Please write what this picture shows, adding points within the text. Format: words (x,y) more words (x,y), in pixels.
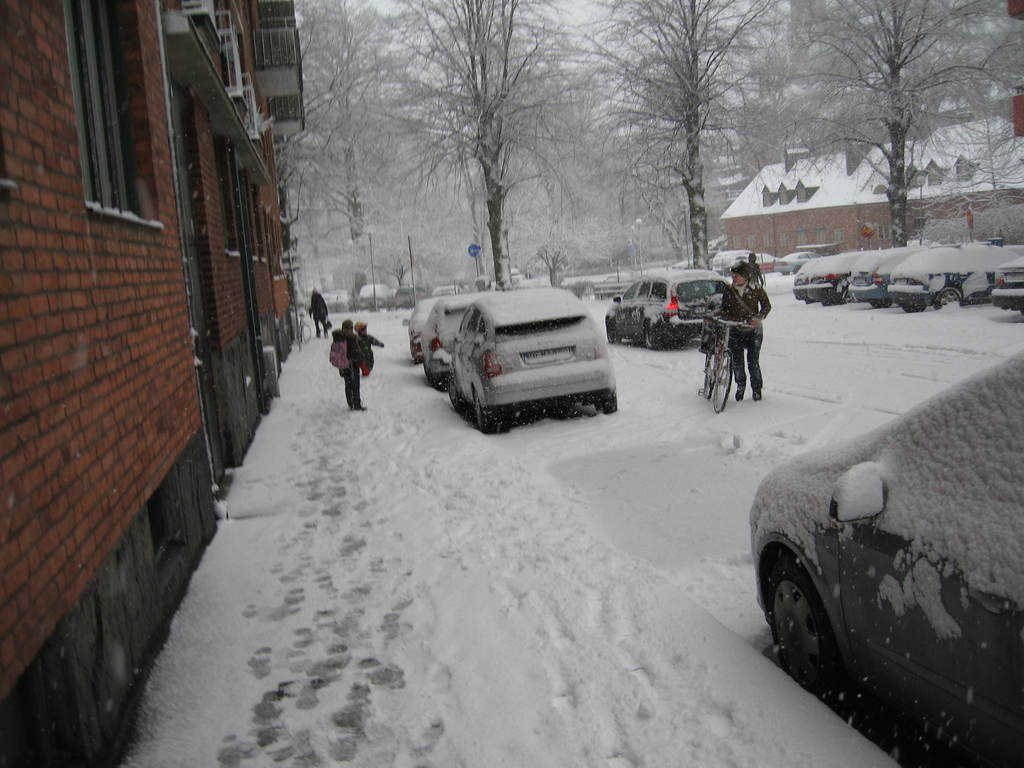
This is a picture taken on the streets (510,637) of a city (520,651). In the center of the picture (424,325) there are cars (633,305), people (749,259), trees (503,194) and a bicycle (719,381). On the left (138,248) there are buildings (136,331). In the background (794,177) there are houses (855,155) and trees (771,111).
